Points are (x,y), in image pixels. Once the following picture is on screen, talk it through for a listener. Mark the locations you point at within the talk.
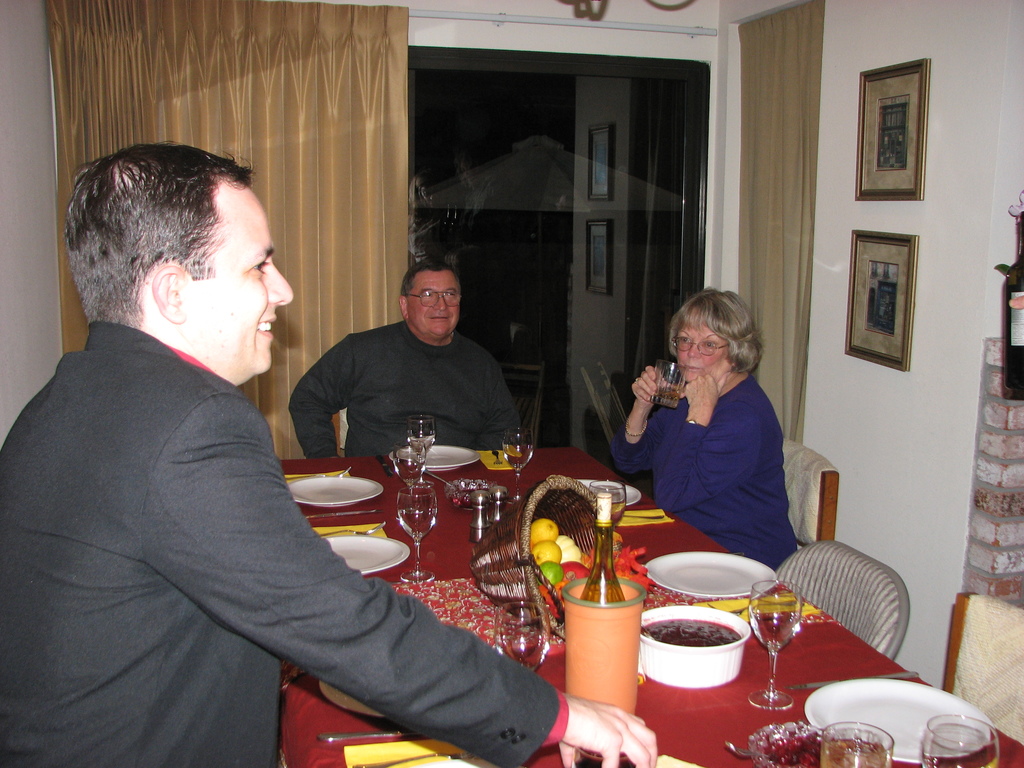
There is a man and woman (756,552) sitting around the table (710,541) where food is served.
